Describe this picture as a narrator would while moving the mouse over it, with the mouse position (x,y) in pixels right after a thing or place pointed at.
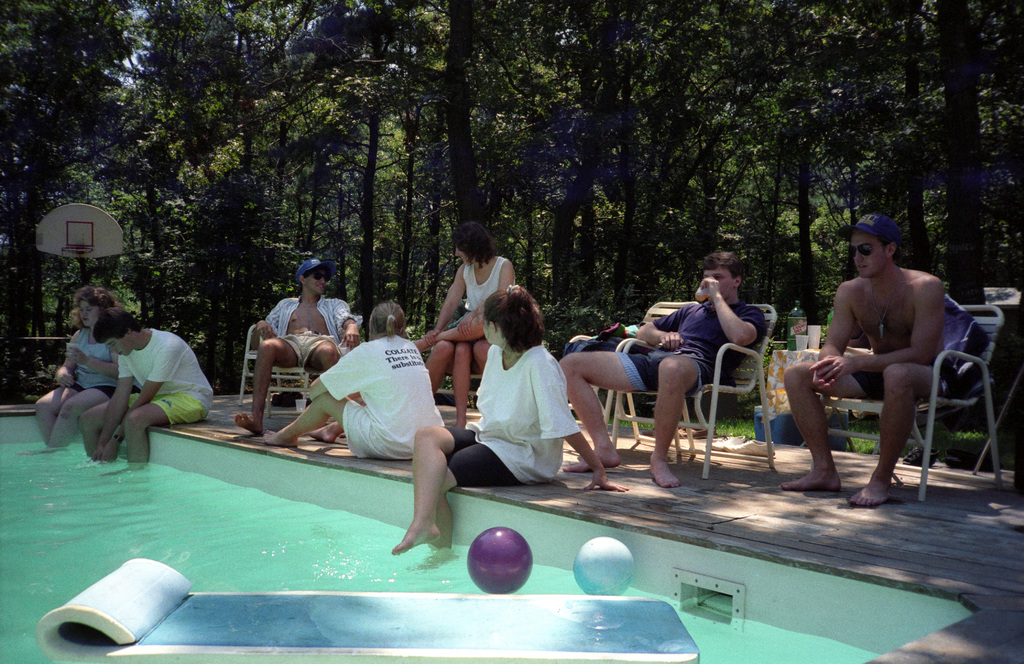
In the picture we can see some people (75,345) are sitting on the chairs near the pool (18,608) with a water (43,587) and in the pool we can see water (60,586) and water bed (225,603) with two balls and in the background (67,84) we can see trees (679,133).
